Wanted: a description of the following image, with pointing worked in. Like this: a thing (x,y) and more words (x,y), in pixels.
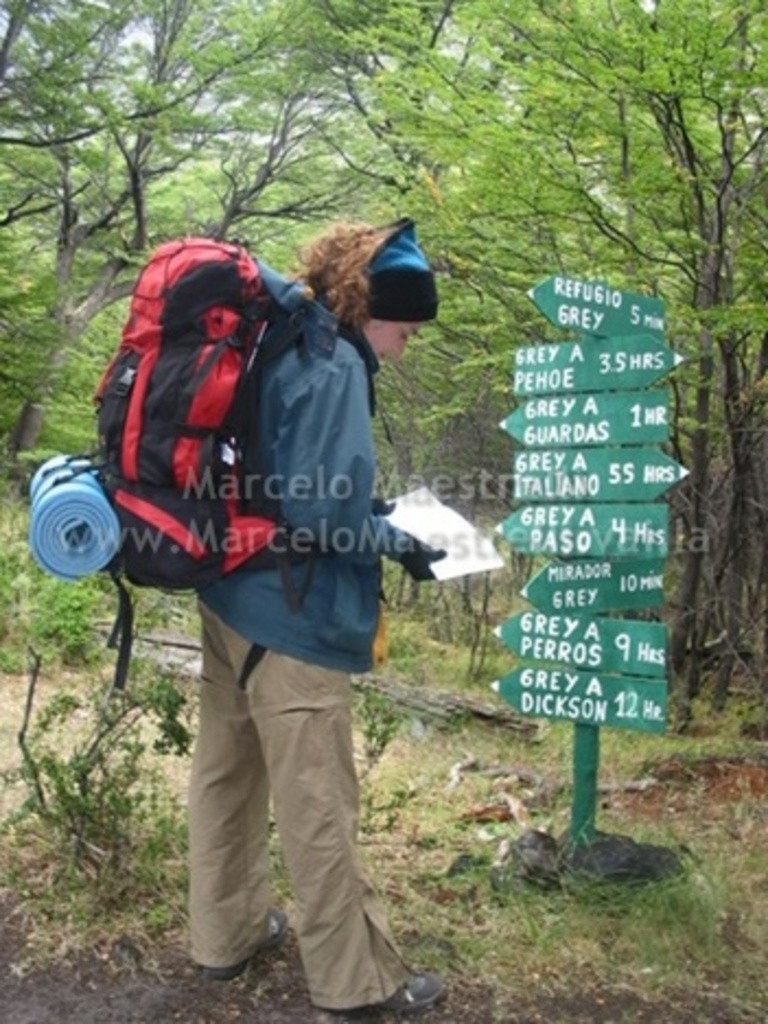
The image is outside of the city. In the image there is a woman (338,350) wearing a backpack (269,306) and holding a paper (407,515) on her hands (437,552) and standing. On right side (588,315) there are hoardings (589,291) in background (408,135) there are trees (364,139) at bottom (463,834) there is a grass (495,898) and stones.
